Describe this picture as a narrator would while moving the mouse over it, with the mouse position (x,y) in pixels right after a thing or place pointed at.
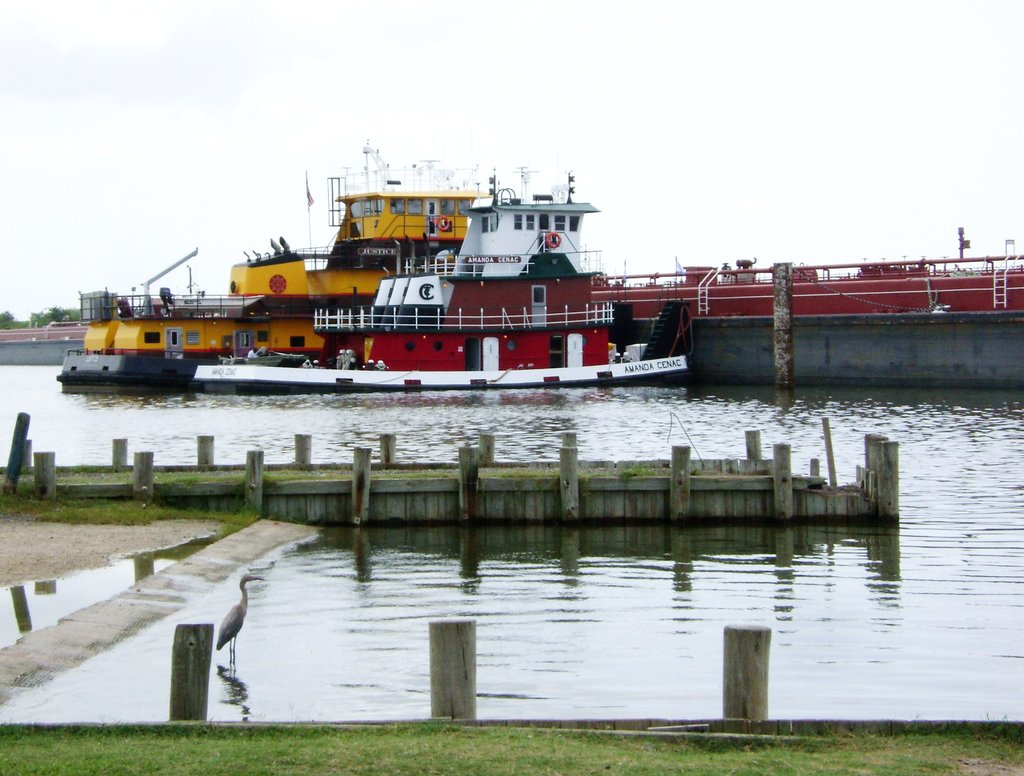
In this image in the front (389,735) there is grass (644,756) on the ground (600,738) and there are wooden poles (207,676). In the center (552,476) there is a bird (239,622) standing in the water (249,612) and there are wooden poles (252,473) and there is grass (585,474) and there is water (459,421). In the background (228,297) there are ships (223,309) and trees (80,316) and there is a barge (722,308) and the sky (560,95) is cloudy.
